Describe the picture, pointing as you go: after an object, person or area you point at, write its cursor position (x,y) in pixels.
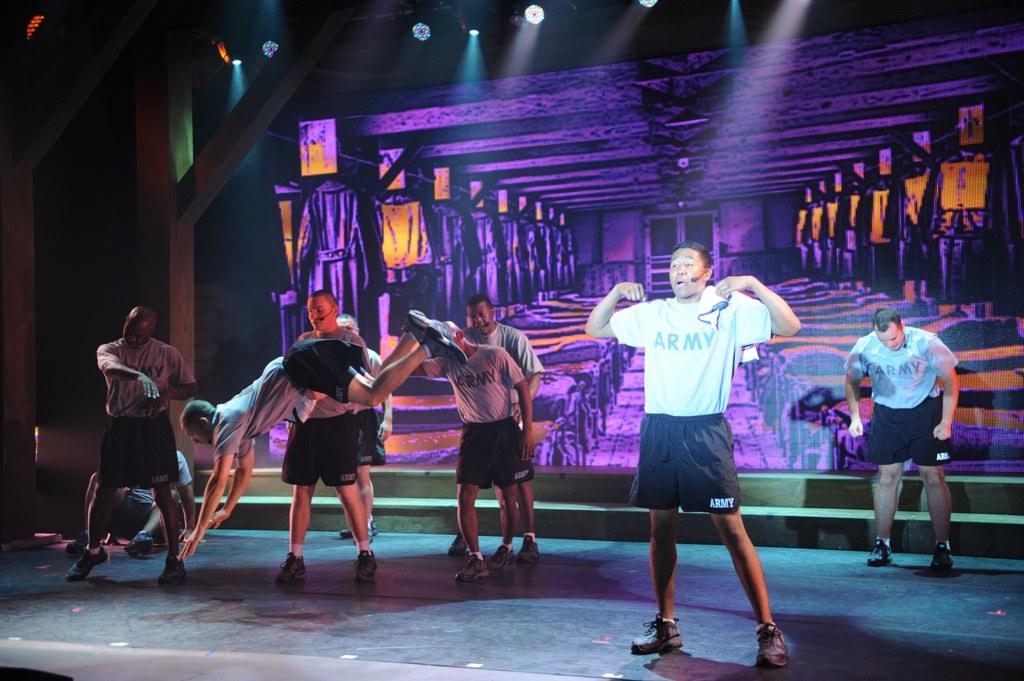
In this image we can see a group of people (714,312) on the stage (559,557). On the backside (765,487) we can see the staircase (778,518) under a screen (748,441). We can also see the wooden poles (175,119) and some ceiling lights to a roof (601,52).
